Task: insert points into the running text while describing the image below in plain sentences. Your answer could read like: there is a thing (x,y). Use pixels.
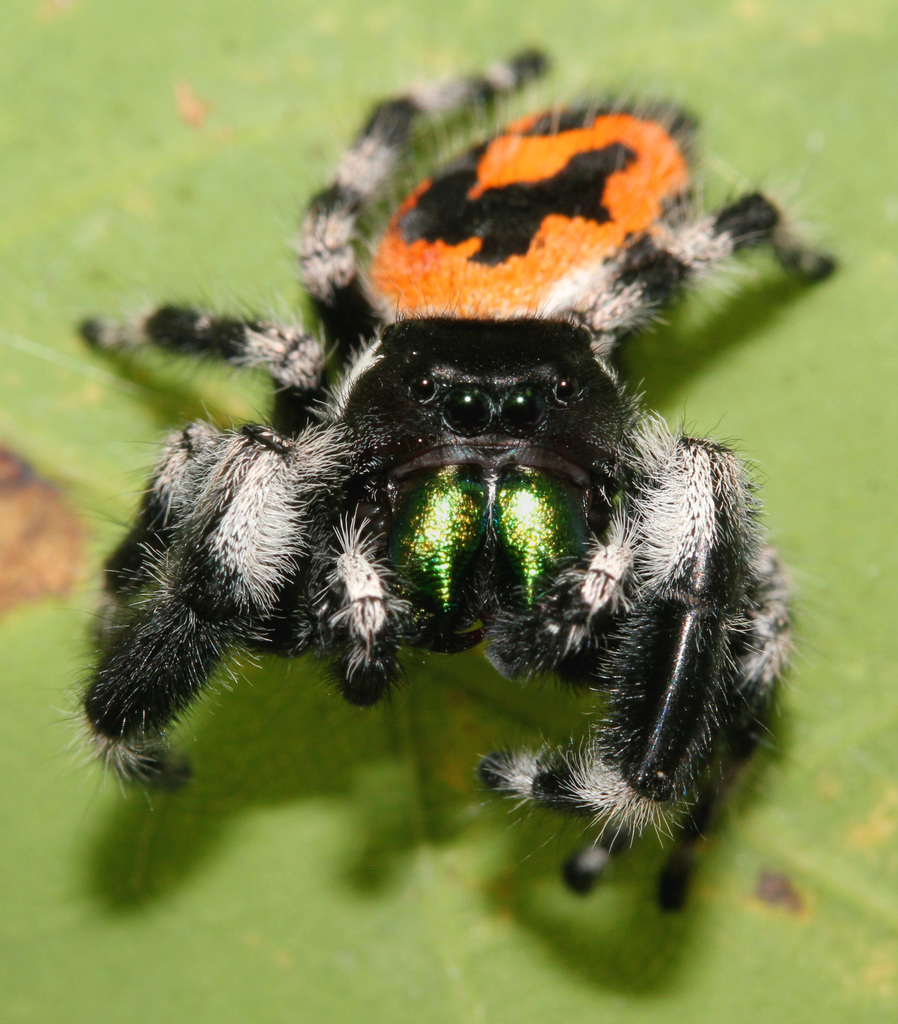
In the picture we can see a green color leaf (89,951) on it, we can see a spider (637,683) with legs (636,694) and to it we can see white and some part black and orange in color.
